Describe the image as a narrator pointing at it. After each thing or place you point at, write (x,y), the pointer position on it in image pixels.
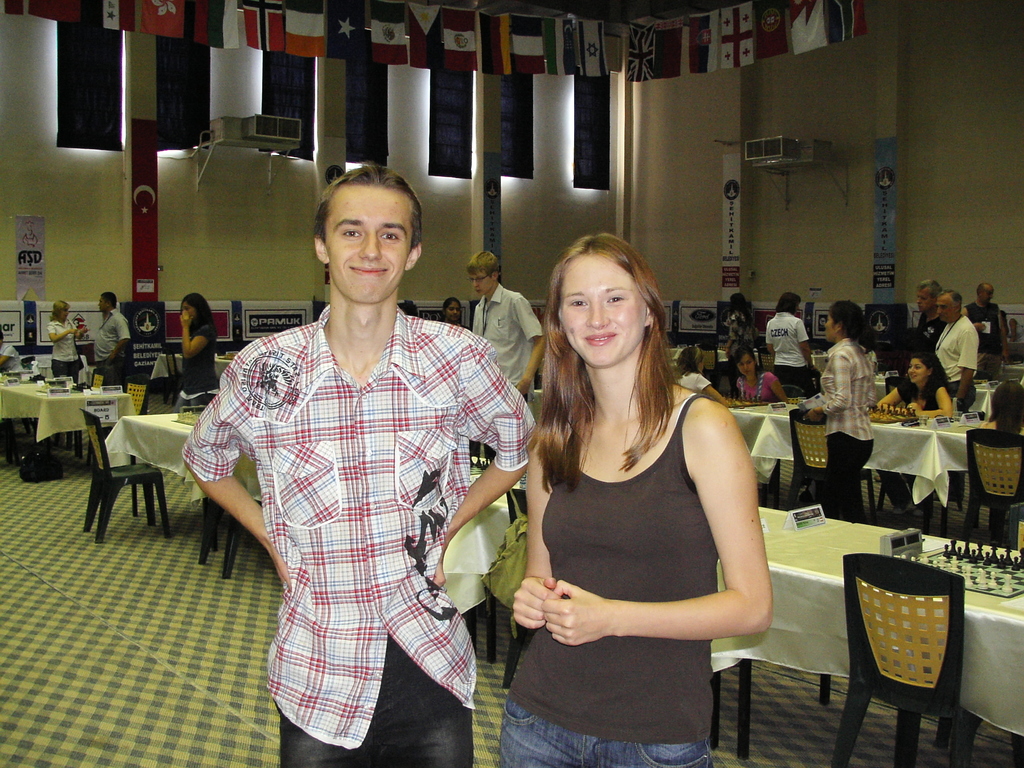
This image is taken inside a room (367,113). There are many persons (541,333) in this room (698,321). At the top of the image (117,23) flags (457,39) are tied to a rope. At the bottom of the image (108,664) there is a matted floor (182,692). In the right side of the image (769,562) there are tables (861,543) and chairs (867,640) and on the table (983,611) there is a chess board (998,586) with chess coins (965,576). Few of them were playing chess. In the middle of the image (611,404) man (329,690) and woman (698,674) are standing with a smiling face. At the background (624,225) there is a wall (435,197) with banners (767,318).
